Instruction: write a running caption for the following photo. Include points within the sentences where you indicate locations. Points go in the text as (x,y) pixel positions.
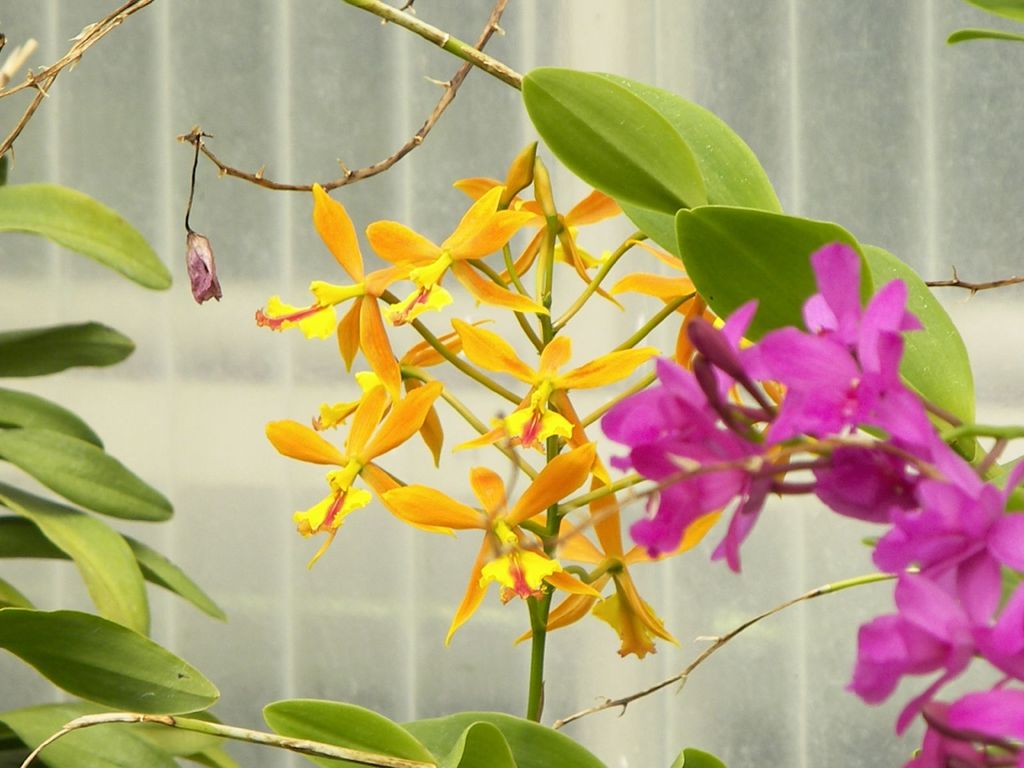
In this image in the front (17,440) there are leaves (406,741) and there are flowers (617,429) and the background (362,539) is blurry.
